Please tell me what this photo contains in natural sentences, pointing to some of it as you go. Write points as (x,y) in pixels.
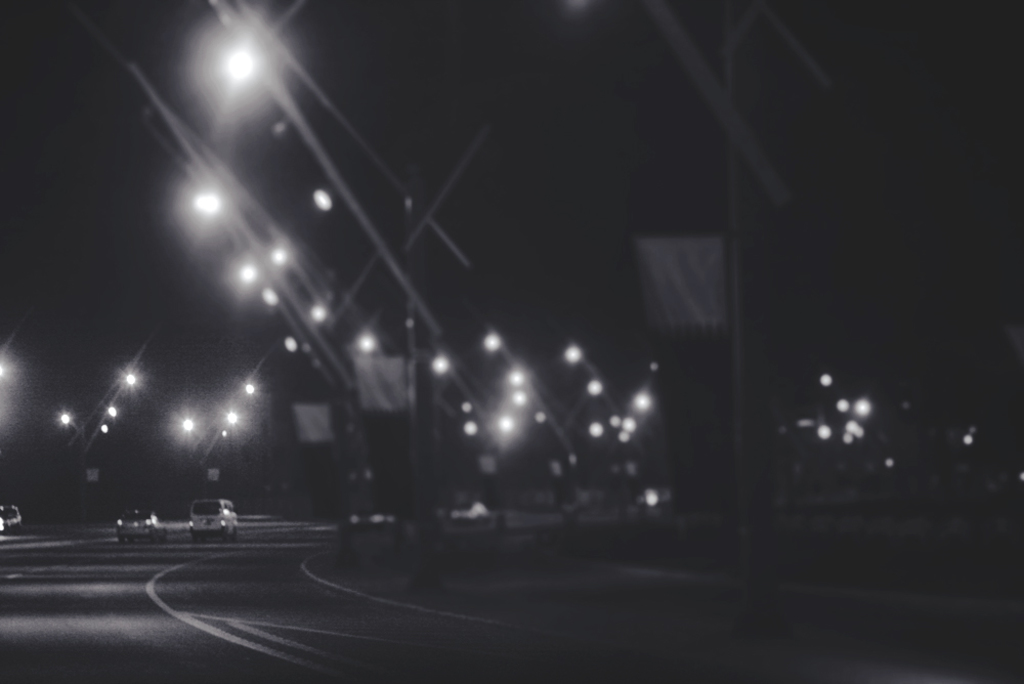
On the left side of the image (160,521) we can see a few vehicles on the road (252,601). In the background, we can see a few poles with boards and lights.
